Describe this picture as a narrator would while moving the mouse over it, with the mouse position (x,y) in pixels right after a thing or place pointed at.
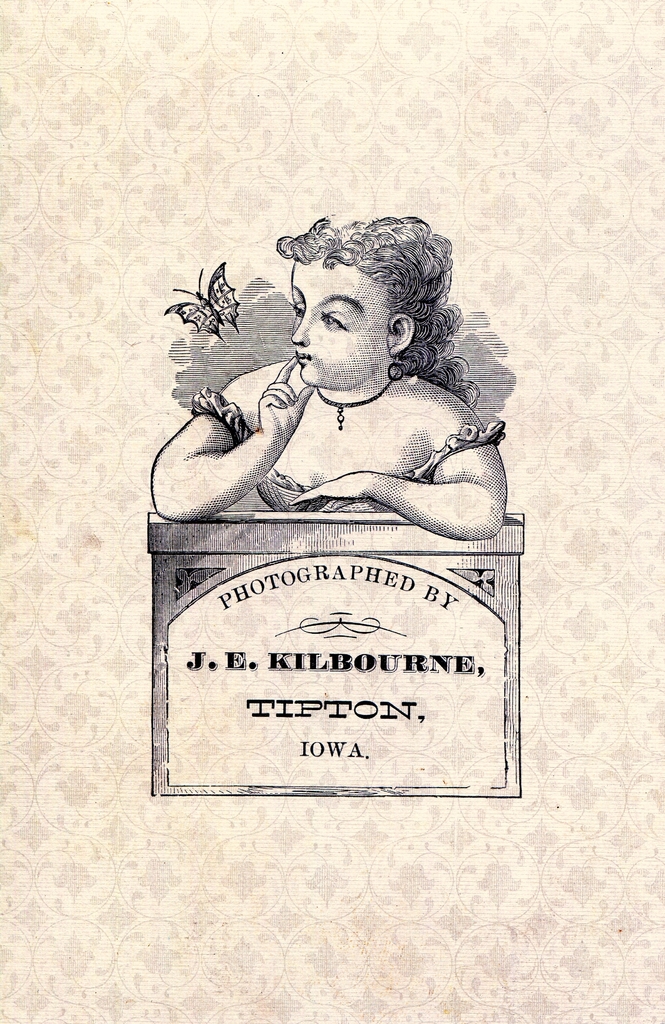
In the center of the image (407,478) we can see a poster (233,248). On the poster (295,621), we can see a person (402,506), butterfly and one object (311,552) with some text (375,704). And we can see some design (140,84) on the poster (399,247).
